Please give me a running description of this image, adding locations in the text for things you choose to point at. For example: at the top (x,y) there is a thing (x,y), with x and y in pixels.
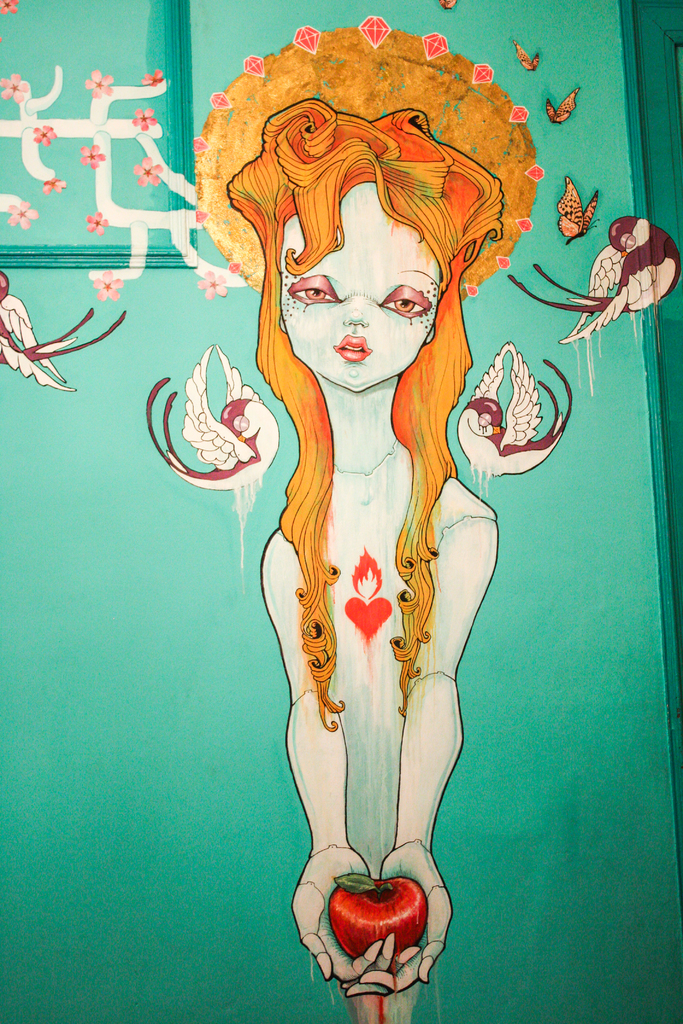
In this image we can see painting (335,328) of a girl (318,923) holding an apple (344,905) in her hand (337,949), birds (194,402), butterflies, diamonds (229,271), flowers (27,208) and designs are on the wall (168,494) and window door (637,141).
